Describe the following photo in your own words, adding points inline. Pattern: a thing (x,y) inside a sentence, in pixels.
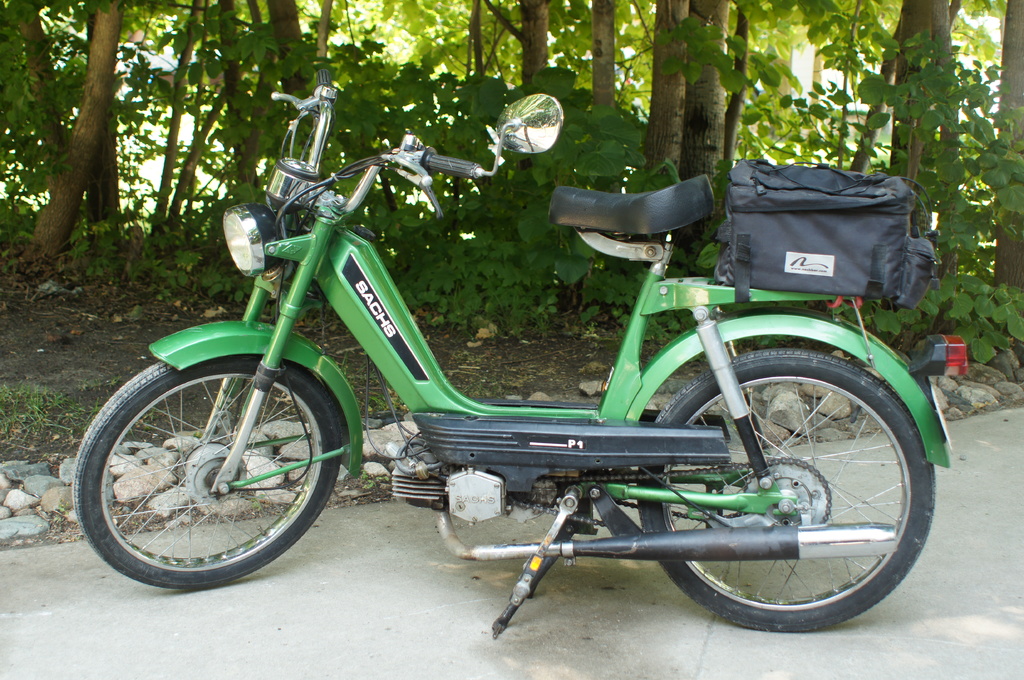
This picture is clicked outside. In the center (356,240) we can see a vehicle (300,198) is parked on the ground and we can see a bag (828,235) is placed on the vehicle (710,289). In the background (951,325) we can see the rocks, plants (970,289), grass (9,395), trees (183,82) and some other items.
